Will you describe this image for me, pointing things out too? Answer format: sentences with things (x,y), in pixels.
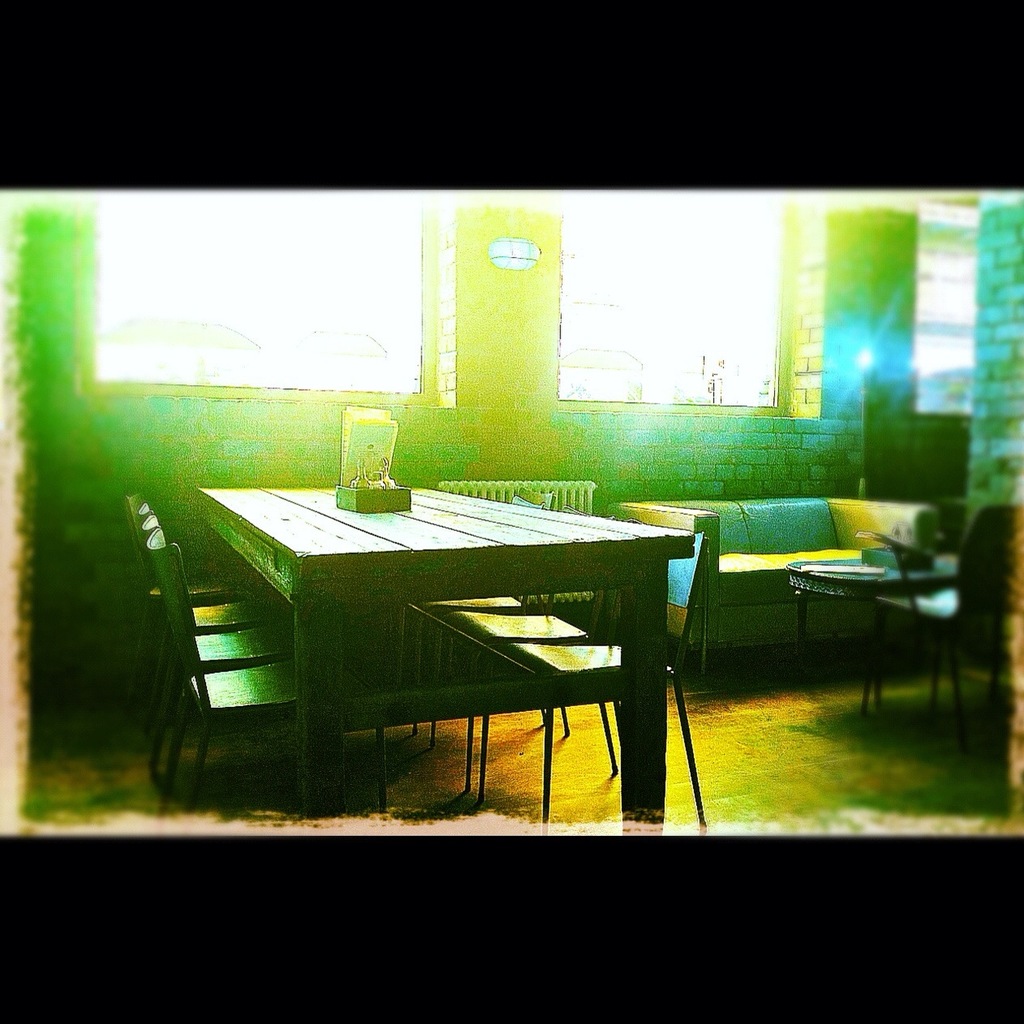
Here we can see a wooden table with chairs (539,496) arrangement. There is a sofa (749,568) which is on the top right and this is a glass window (675,375).
